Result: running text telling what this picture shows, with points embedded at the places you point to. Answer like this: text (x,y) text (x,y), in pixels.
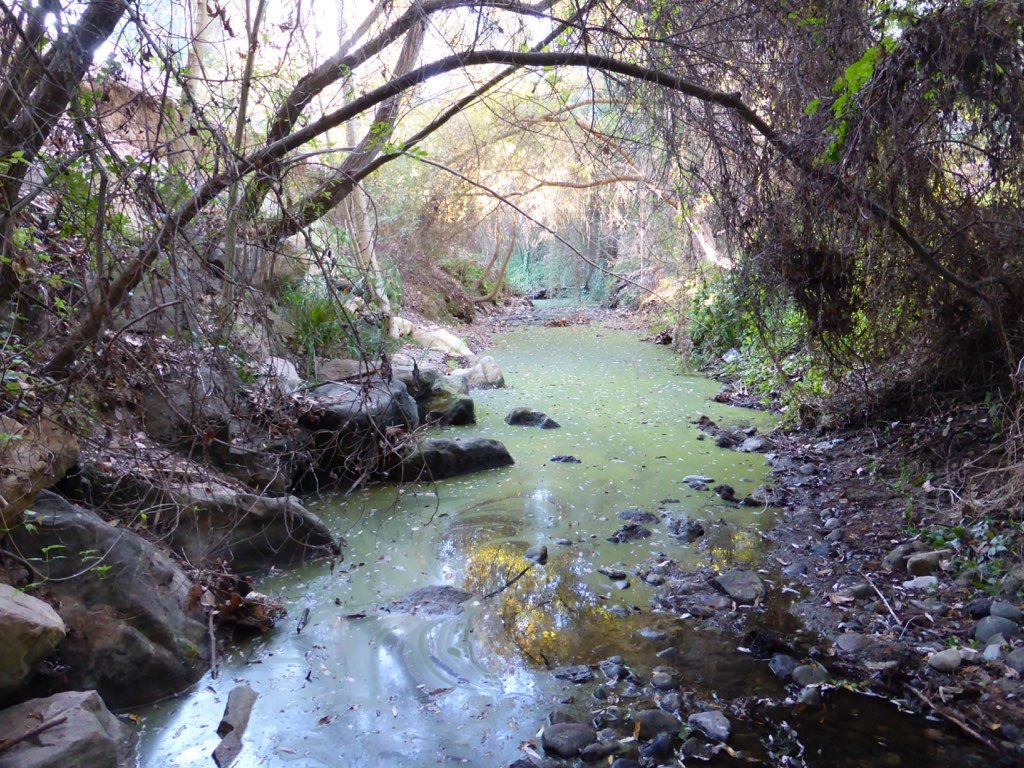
In this picture we can see water (621,623), algae (648,449), trees (681,270) and rocks (484,365).
